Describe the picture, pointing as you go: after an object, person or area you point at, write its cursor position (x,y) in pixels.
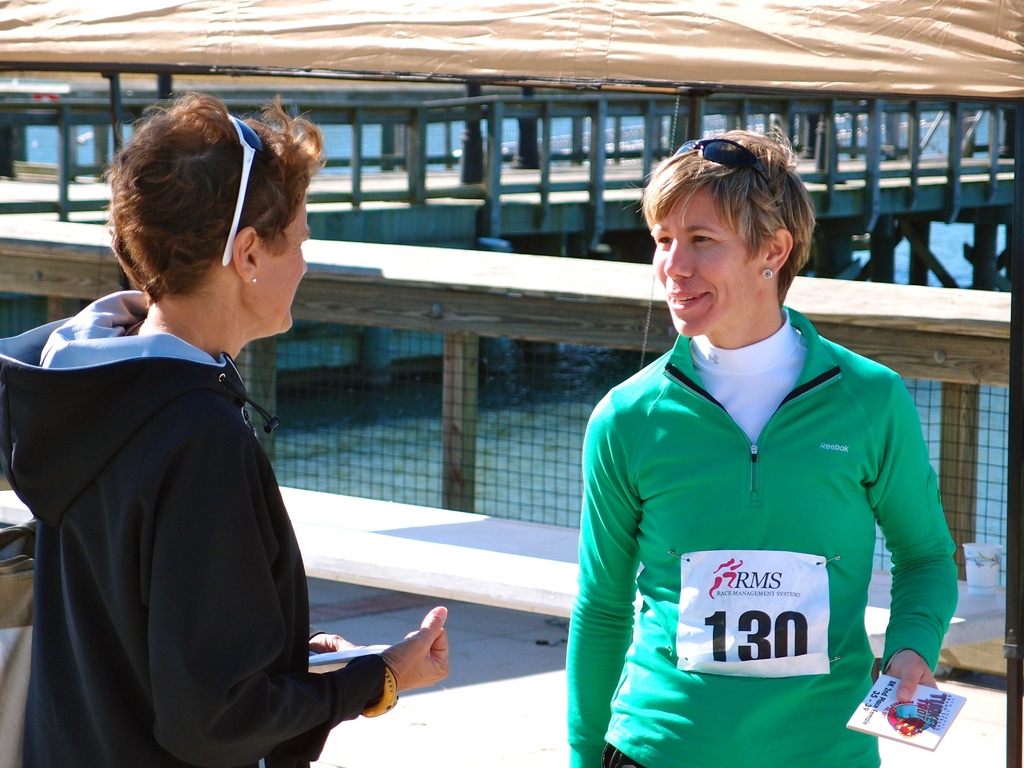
In the image we can see two people (256,553) standing, they are wearing clothes (581,591) and earrings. These are the goggles (245,165), fence (985,344), wrist watch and water (986,404). This is a piece of paper (762,611), on the paper (749,618) there are numbers (757,612) and text (752,594), and this is an object (895,720).
